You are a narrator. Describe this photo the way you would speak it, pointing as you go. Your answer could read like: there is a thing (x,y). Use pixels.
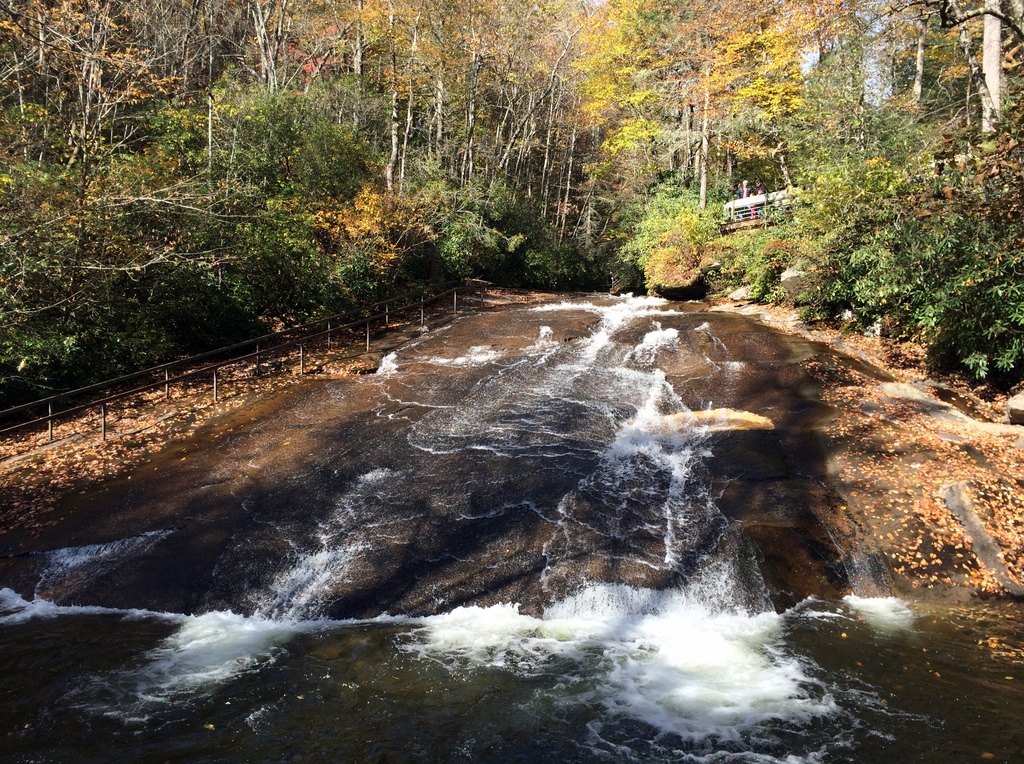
In this image there are trees (382,61), metal railing (453,307) in the left (20,423) and right corner (992,43). There is a water (424,701) at the bottom (795,668). And there is a sky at the top (806,57).
